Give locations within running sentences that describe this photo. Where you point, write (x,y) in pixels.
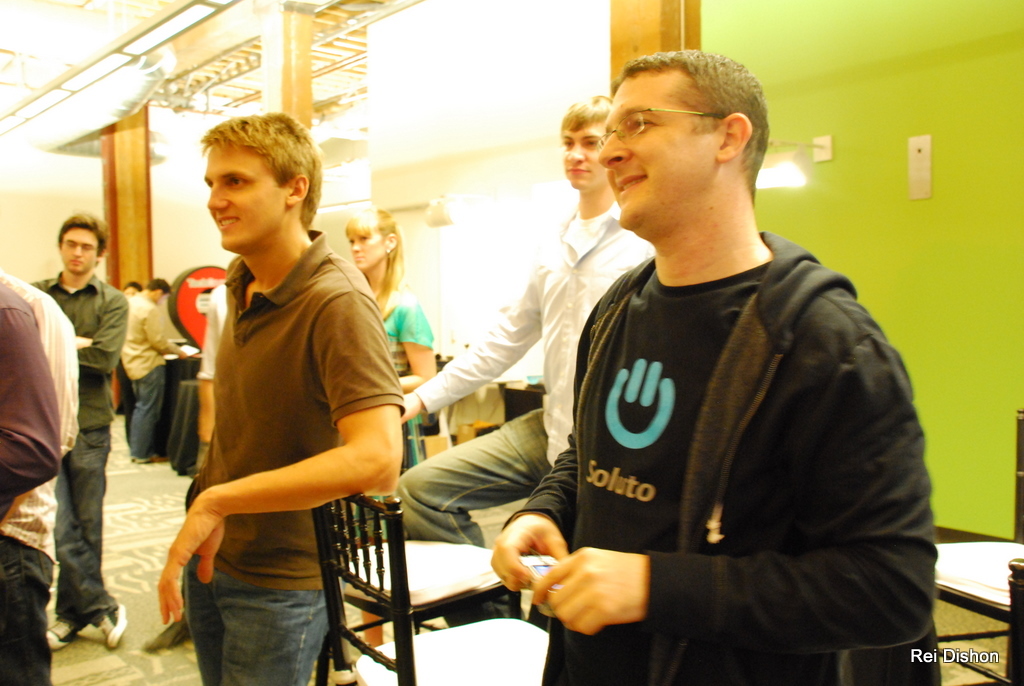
In this picture there are group of people (297,245) those who are watching in front of the direction of the image and there is a person (704,56) who is standing at the right side of the image (683,441) is holding the cell phone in his hand (552,535), there are tables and chairs (468,640) around the area of the image and there is a lamp (777,184) at the right side of the image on wall (761,68).
